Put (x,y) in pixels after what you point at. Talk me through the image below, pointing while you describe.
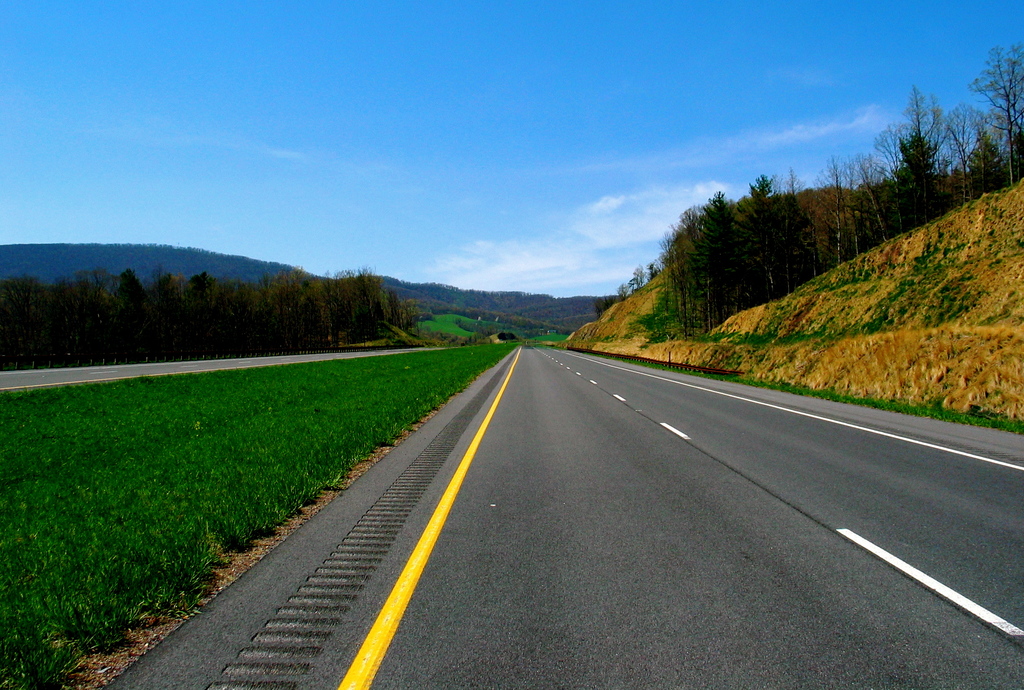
In this picture we can see grass (312,431) and few trees (811,223) beside to the road (604,507), in the background (517,339) we can find hills (242,268) and clouds (547,253).
